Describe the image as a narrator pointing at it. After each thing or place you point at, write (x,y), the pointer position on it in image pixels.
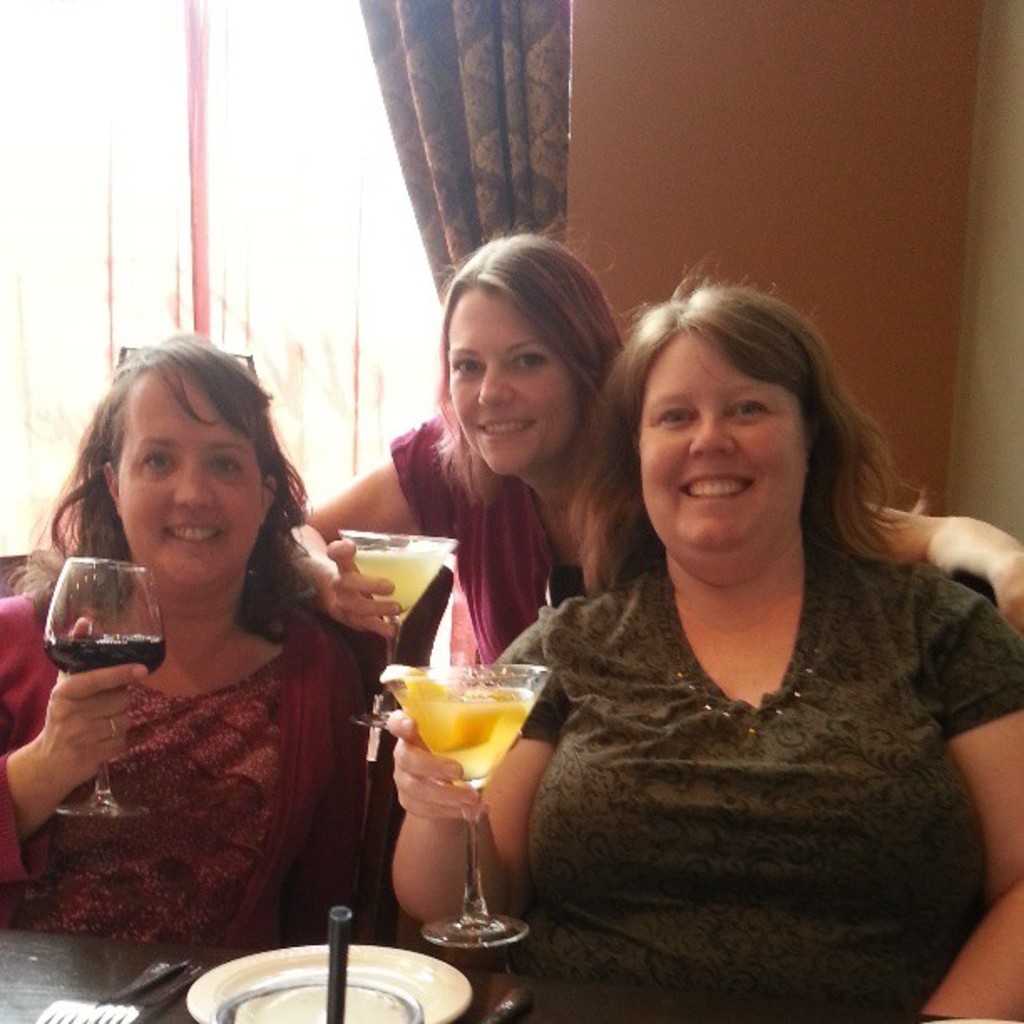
As we can see in the image there is a wall (897,185), window (165,160), curtain (419,136) and three people (622,817) holding glasses (76,629).
